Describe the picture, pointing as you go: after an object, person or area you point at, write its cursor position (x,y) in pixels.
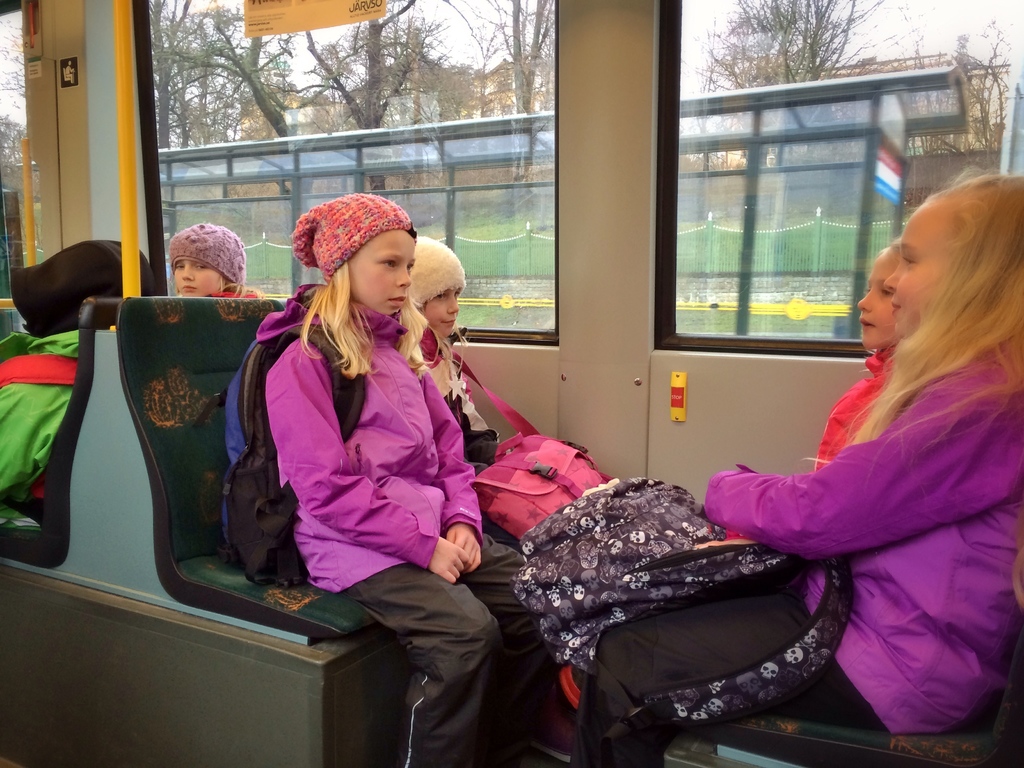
In the picture we can see a train (620,367) in it, we can see some children (930,367) are sitting on the seats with a bag (598,547) and in the background (221,212), we can see some grass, trees (990,67) and sky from the glass window (232,204).
